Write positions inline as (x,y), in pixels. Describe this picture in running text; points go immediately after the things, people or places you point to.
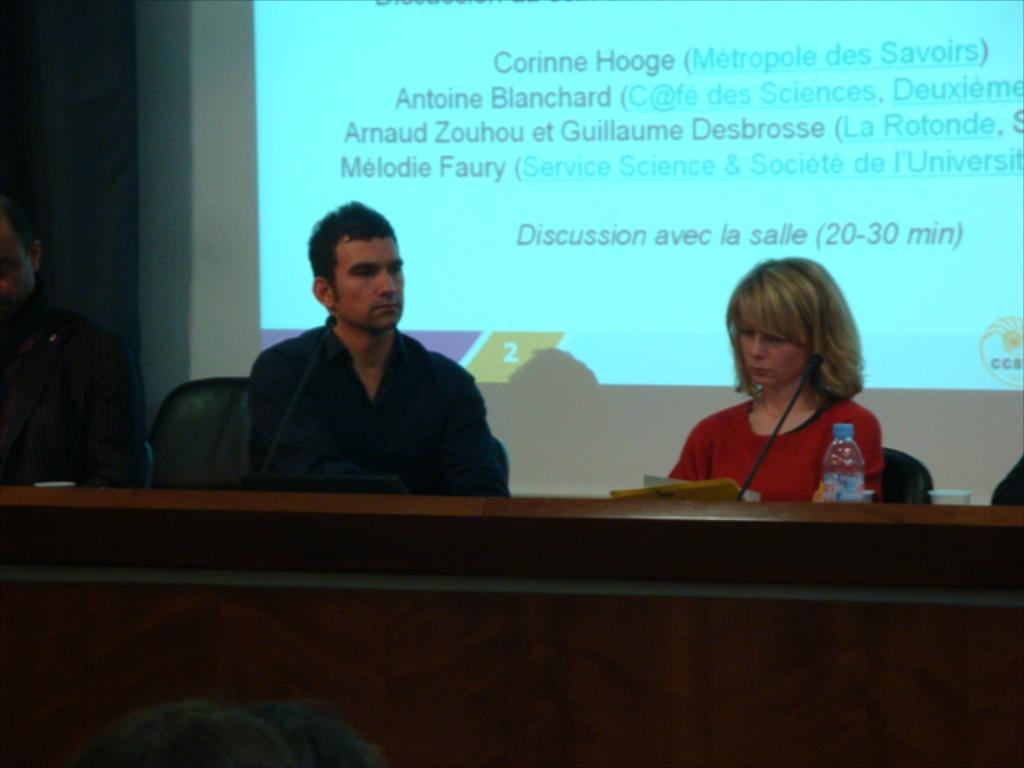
As we can see in the image there is a wall (162,144), screen (533,210), table (507,537) and mic (791,399). There are three persons (730,453) sitting on chairs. On table (854,522) there is a bottle (854,483) and glass (953,501).
